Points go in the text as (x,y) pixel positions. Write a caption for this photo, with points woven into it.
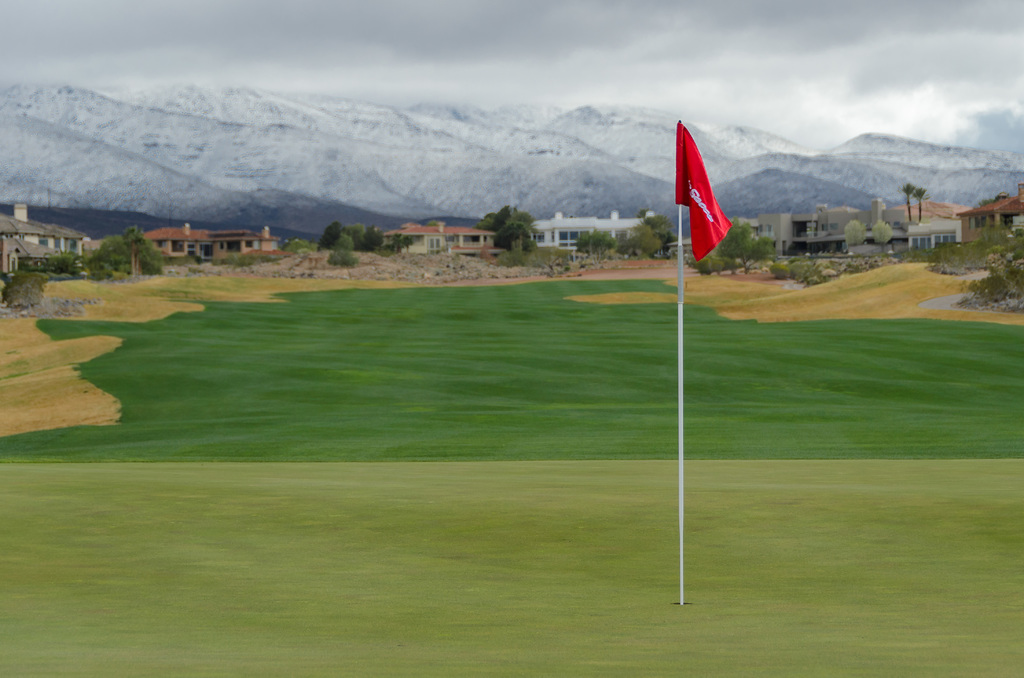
There is a flag (682,600) in the golf ground (581,444) as we can see at the bottom of this image (637,502). We can see trees (135,239), buildings (226,238) and mountains (364,192) in the middle of this image (453,245). The sky (314,40) is in the background (720,81).
